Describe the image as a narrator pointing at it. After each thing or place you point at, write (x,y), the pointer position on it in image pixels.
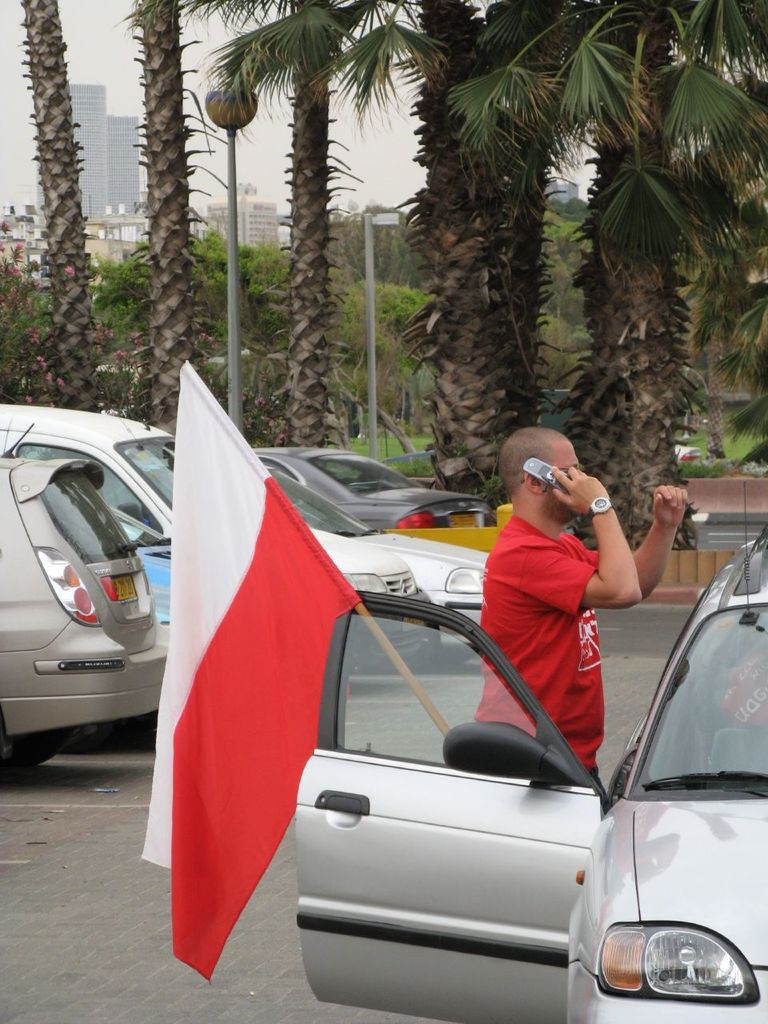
In this image we can see this person (588,625) wearing red T-shirt (517,576) is holding a mobile phone (548,478) in his hands (583,492) and standing near the car (551,759). Here we can see this car door (471,818) is opened and a flag (251,679) is kept here. In the background (34,589), we can see few more cars (169,499) parked on the road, trees (352,250), light pole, buildings (217,222) and sky (340,119).
